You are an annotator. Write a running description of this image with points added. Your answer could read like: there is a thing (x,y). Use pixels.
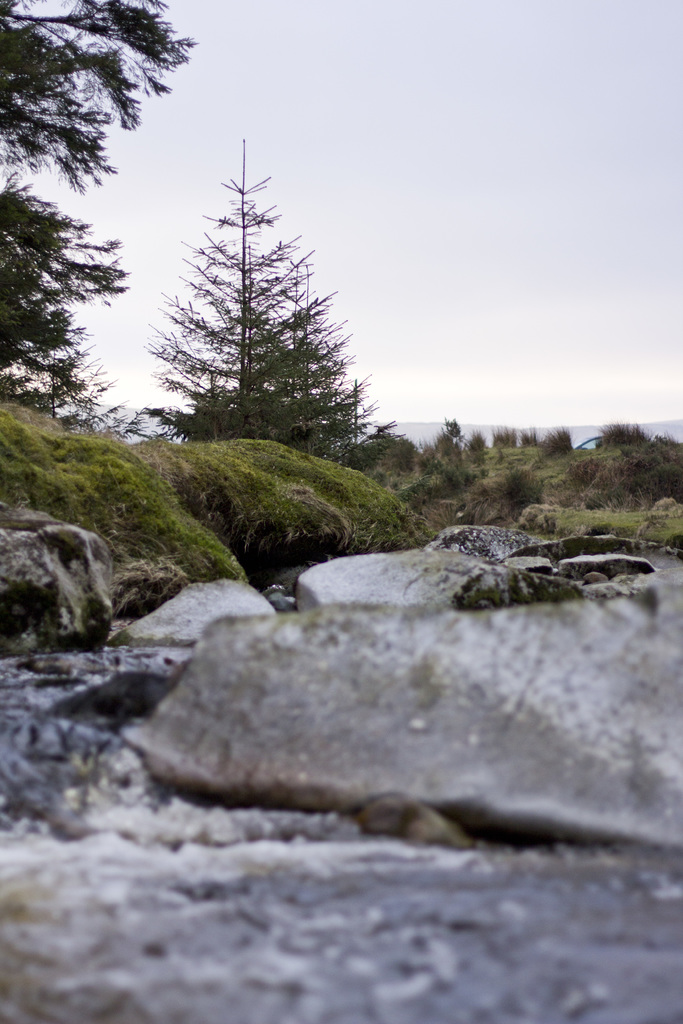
This image consists of grass (325,522), trees (2,222), water (426,915), rocks (547,684), mountains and the sky (409,312). This image taken, maybe during a day.
